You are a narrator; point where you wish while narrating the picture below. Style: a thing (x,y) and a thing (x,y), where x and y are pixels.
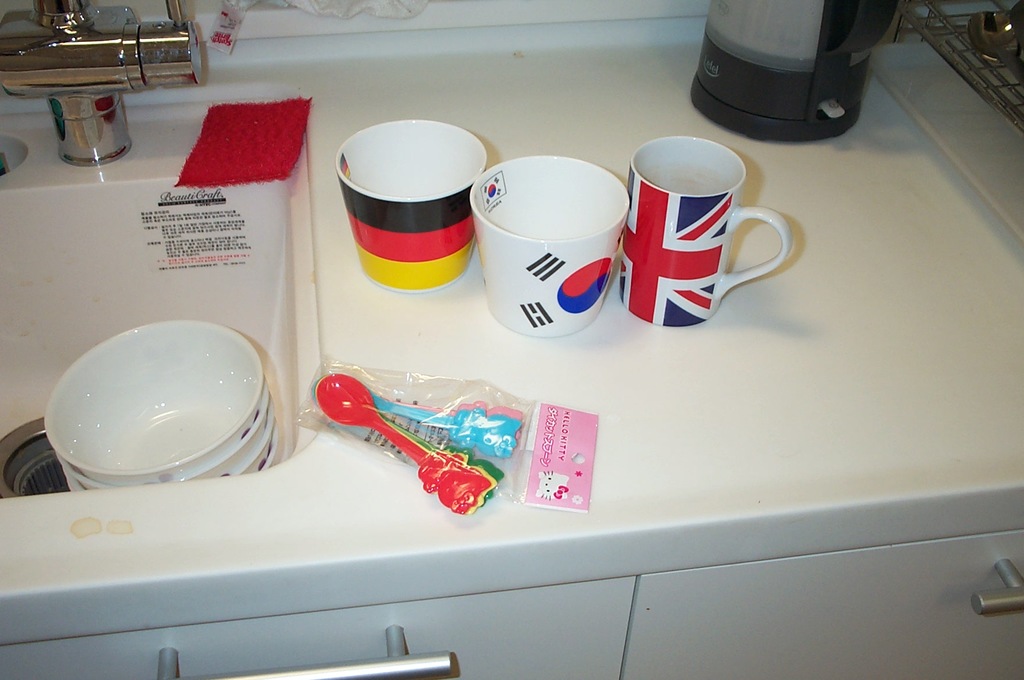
In this image we can see a sink (183,259) here and tap (110,113). In the sink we can find 3 bowls (186,457). And there is a scrubber (242,160) here. Behind the sink (64,312) it is like table (747,244) on which 3 tea cups (569,274) are present and also some spoons (487,443) are present. These spoons (396,439) are plastic. That is it.
